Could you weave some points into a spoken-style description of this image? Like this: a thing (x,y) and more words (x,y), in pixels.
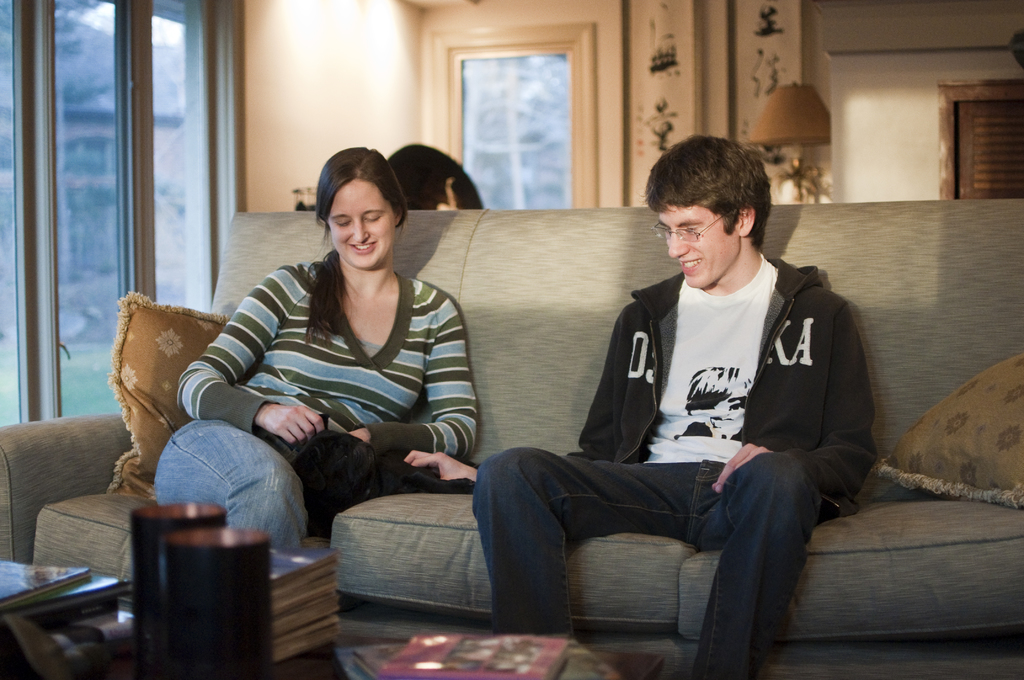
In this picture two persons (376,361) sitting on the sofa (505,372) and in the back ground (661,58) i could see beautiful curtains (682,51) hanging over and a window (462,93) with a glass (504,139) and a wooden frame (456,92) and to the left side (96,199) there is a big window (70,252) with a glass (67,331) and wooden frame (48,220). In front of these persons (273,517) there is some books (285,575), candles (195,582) on the table top (327,669).
